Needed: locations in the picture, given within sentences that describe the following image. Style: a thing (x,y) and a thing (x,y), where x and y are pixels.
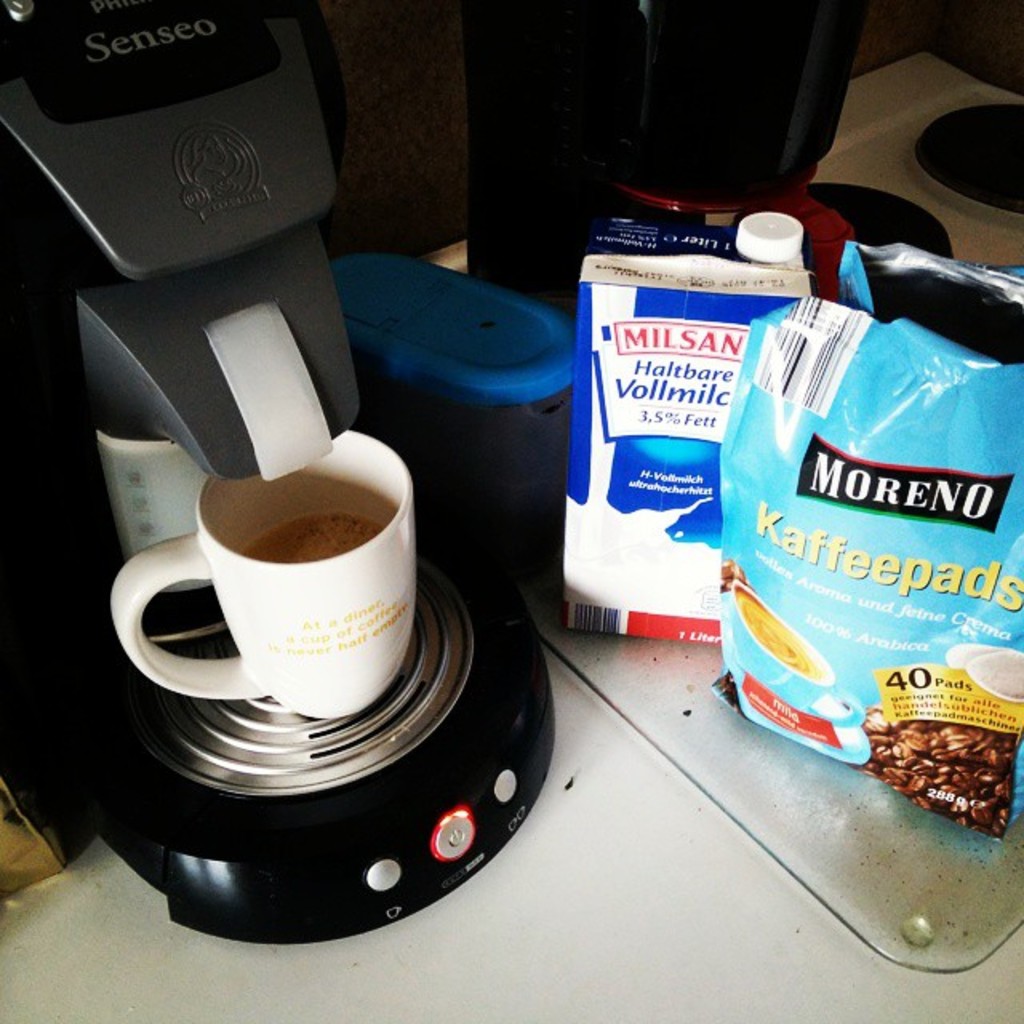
In this image we can see two coffee makers (249,343), mug (273,659), packets (768,573), box (703,426) on a surface (737,809).
